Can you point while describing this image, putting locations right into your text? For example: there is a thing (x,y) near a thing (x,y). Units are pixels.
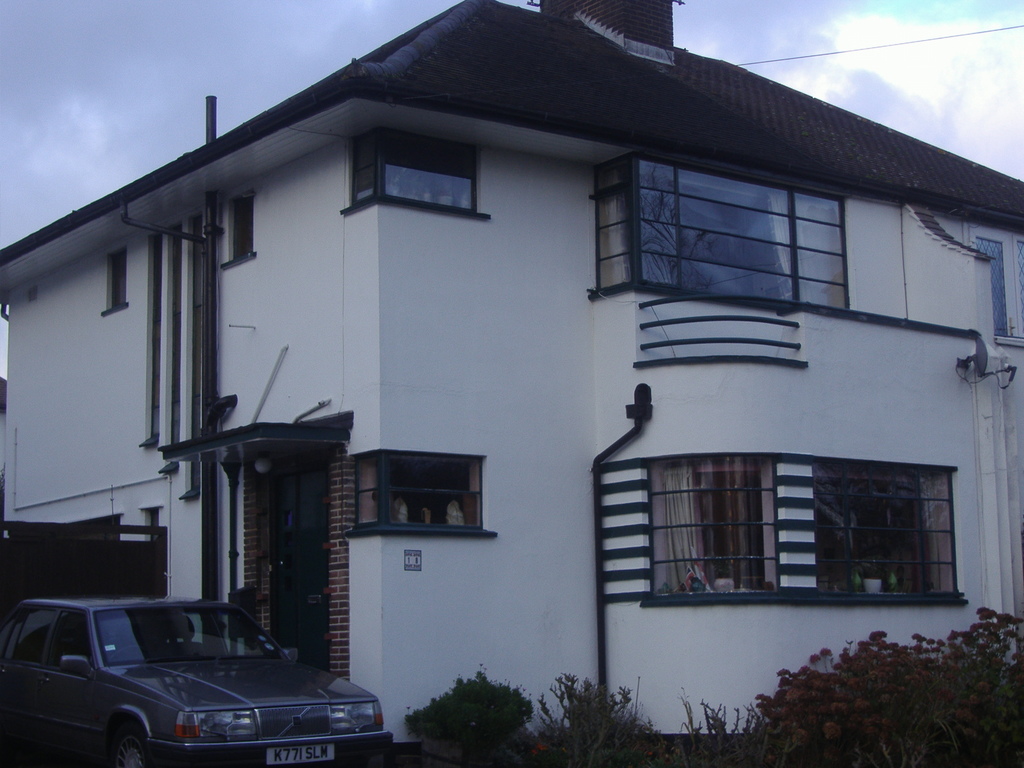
In this picture we can see a car (243,666), plants (556,733), building (379,237), some objects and in the background (938,12) we can see the sky (354,41).
